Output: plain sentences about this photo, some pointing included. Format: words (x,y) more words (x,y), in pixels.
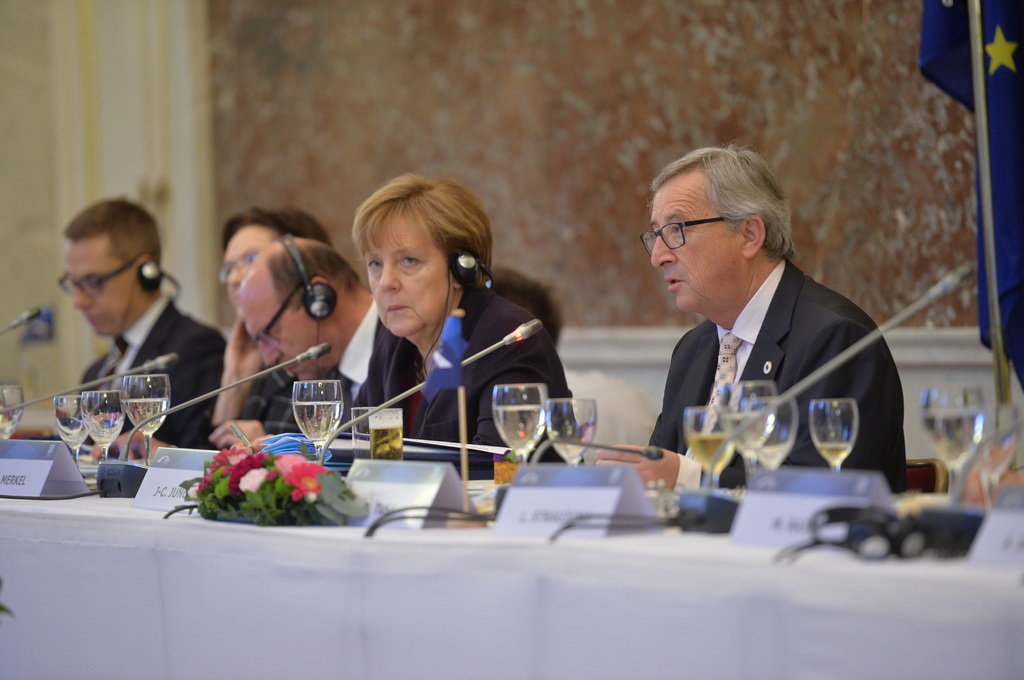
In this image there is a table (660,644), on that table (10,506) there are mike's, glasses (85,403), name boards (69,479) and flowers (230,492), behind the table (82,602) there are people (867,432) sitting on chairs (917,475) in the background (715,14) there is a wall (836,102) and a flag (996,122).
